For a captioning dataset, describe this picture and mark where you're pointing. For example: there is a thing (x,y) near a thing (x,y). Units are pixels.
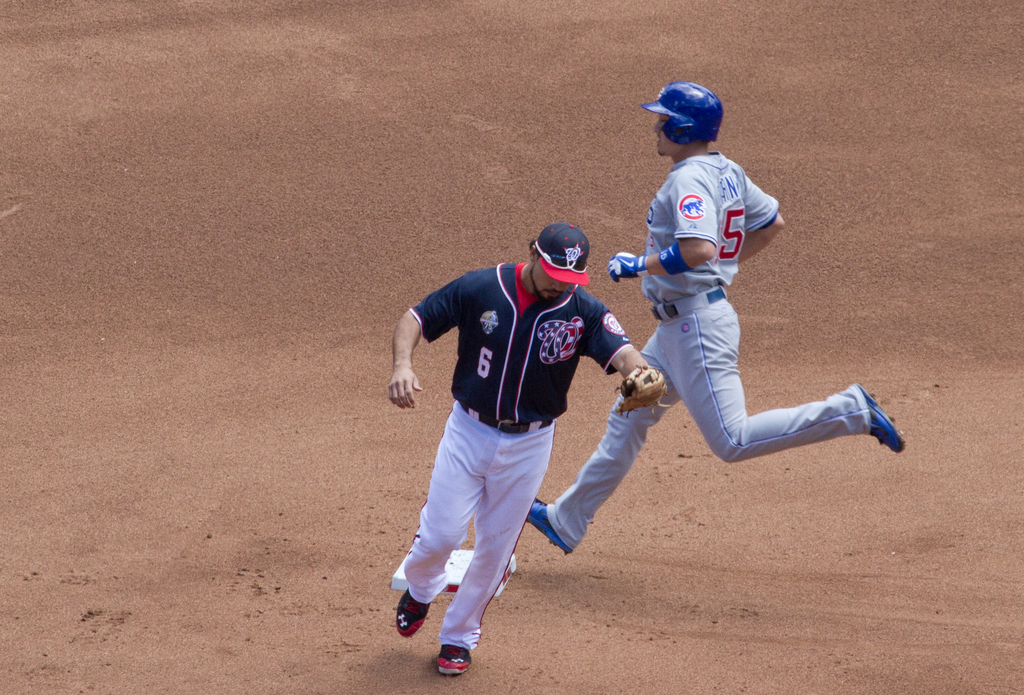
In this image I can see few people (453,627) are wearing different color dresses (647,299). I can see the sand (313,444).
